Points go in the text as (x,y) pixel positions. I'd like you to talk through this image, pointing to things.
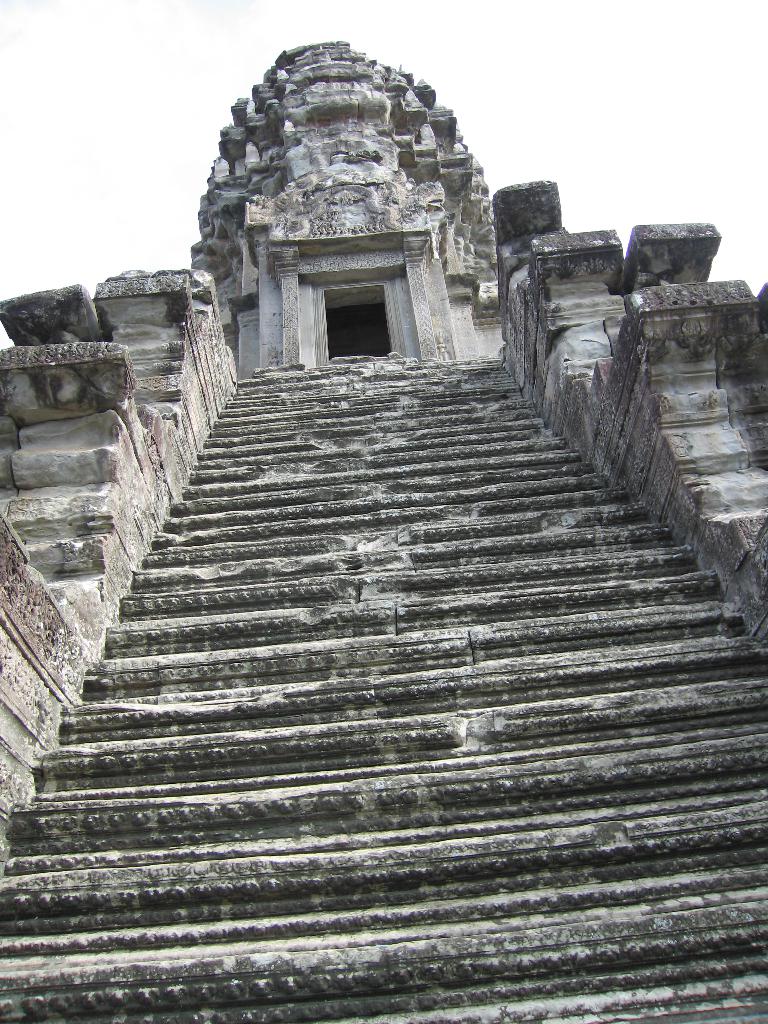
In this image I can see an ancient architecture (344,258), walls (410,330), steps (452,384) and sky (437,48).
